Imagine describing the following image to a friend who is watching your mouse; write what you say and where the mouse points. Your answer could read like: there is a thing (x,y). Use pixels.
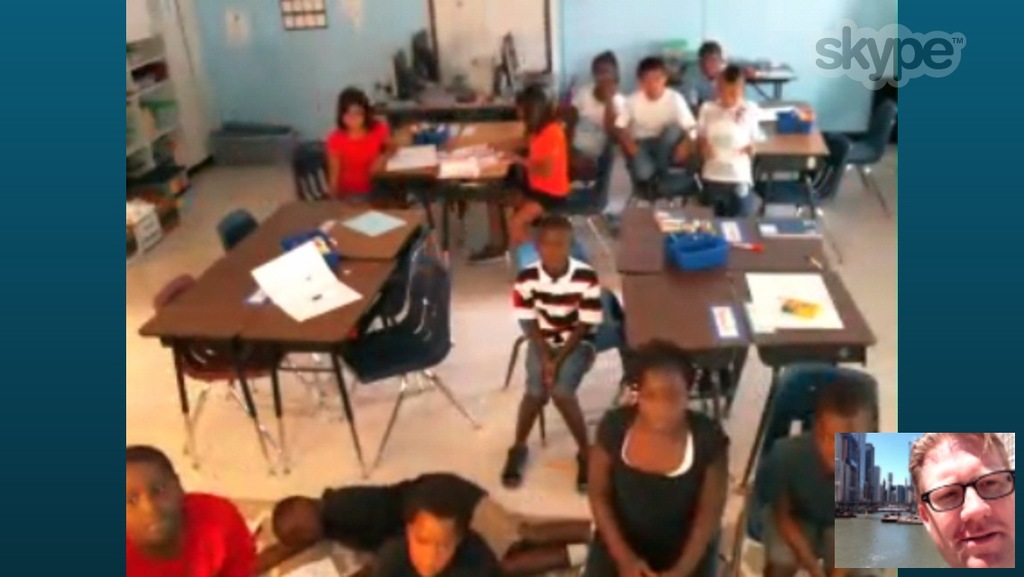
In this image there are group of people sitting on the chair (412,328). On the table (348,318) there is a paper (325,284) and some material (680,236).
